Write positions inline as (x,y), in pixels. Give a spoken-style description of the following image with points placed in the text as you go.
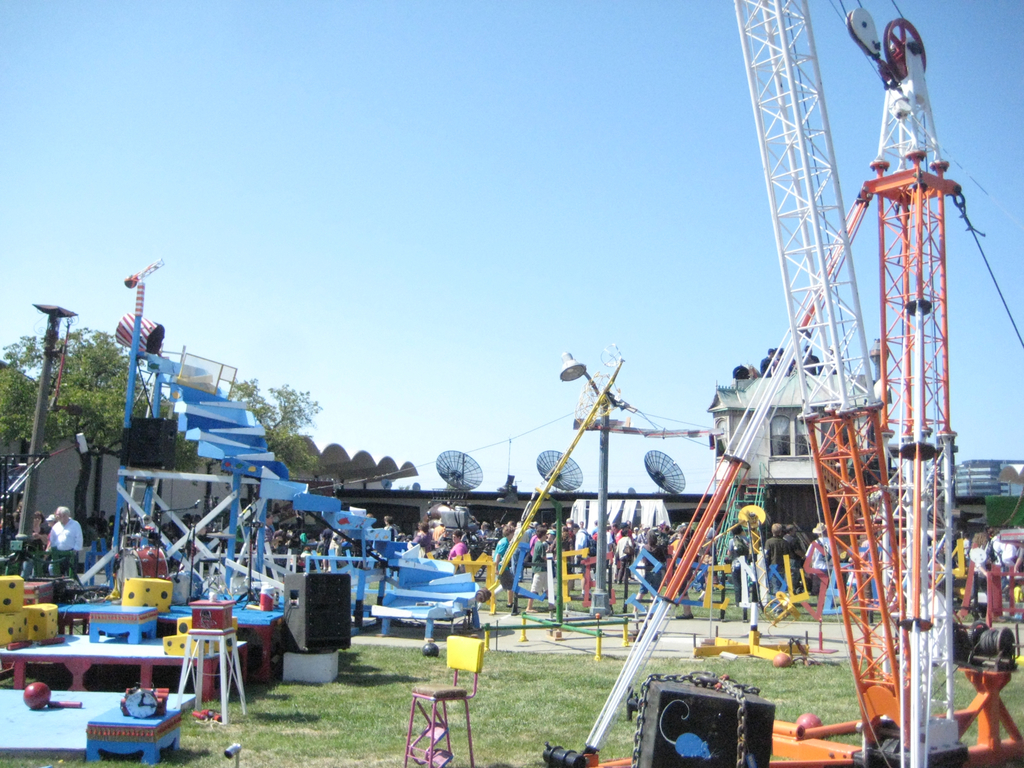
In this image we can see satellite dishes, people (656,551), crane (832,530), rods (947,653), dices (159,590), table (125,716), bomb (152,703), ball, speakers (310,591), tree (298,442), building (766,451), light pole (566,372), grass (381,721), sky (496,302) and things (78,576).
